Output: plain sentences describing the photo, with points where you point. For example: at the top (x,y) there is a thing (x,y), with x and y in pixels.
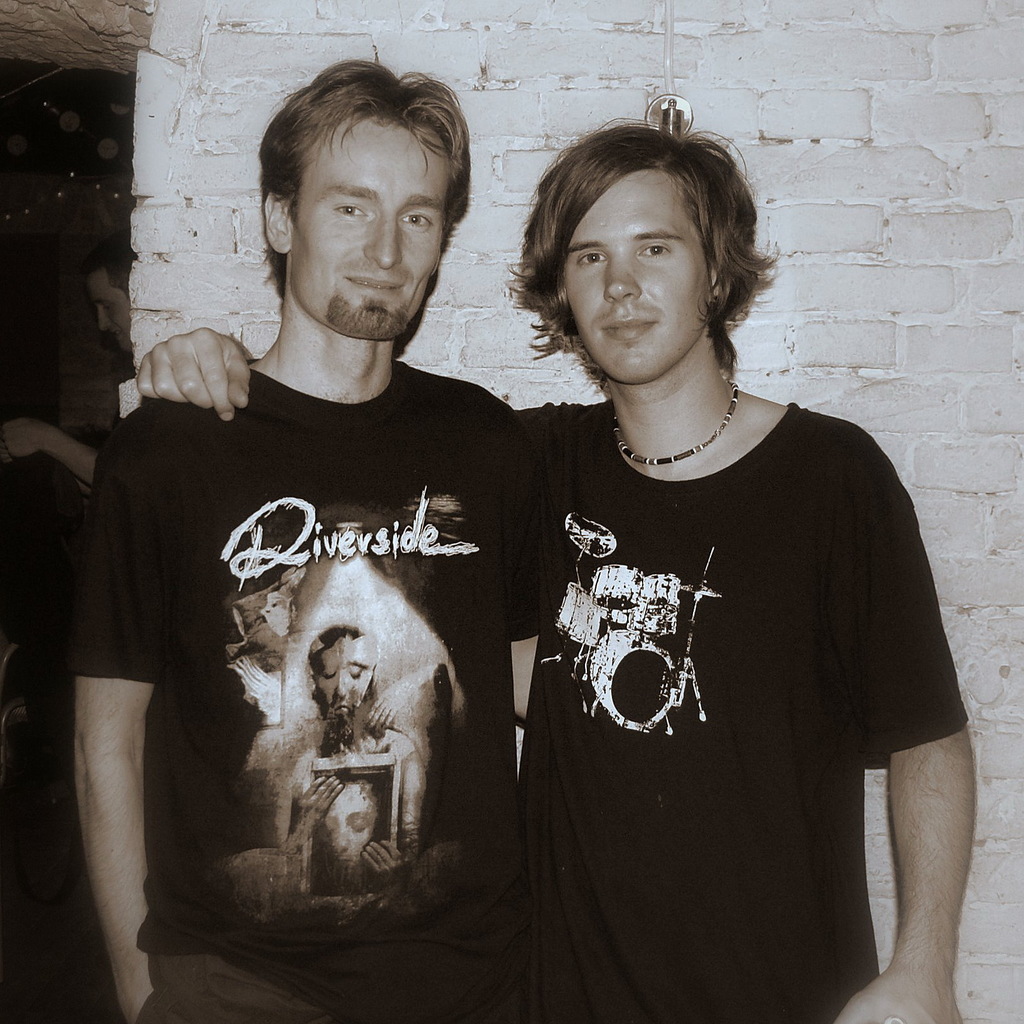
In this image I can see in the middle (668,488) two men (412,479) are standing, they are wearing the t-shirts (652,680), at the back side (482,181) there is the wall (209,244). This image is in black and white color.
